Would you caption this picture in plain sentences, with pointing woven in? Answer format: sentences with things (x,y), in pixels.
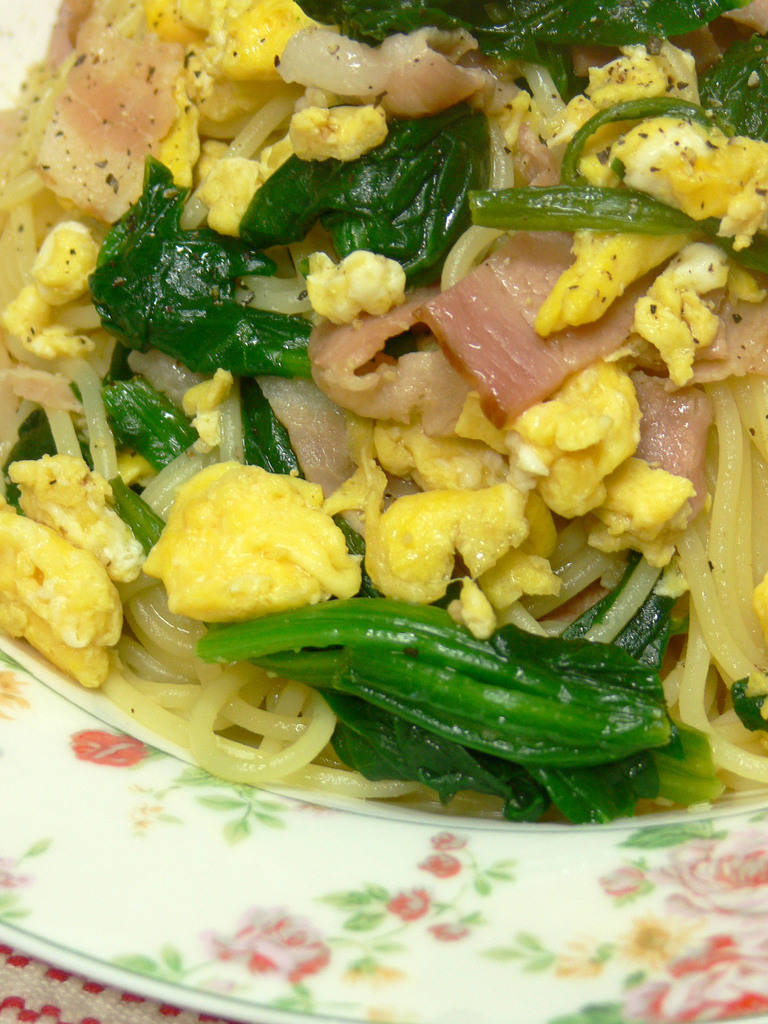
In this picture we can observe some food (292,281) placed in the white color plate (221,871). The food (326,788) is in yellow and green color. There is a design (718,873) on the white color plate (195,879).
